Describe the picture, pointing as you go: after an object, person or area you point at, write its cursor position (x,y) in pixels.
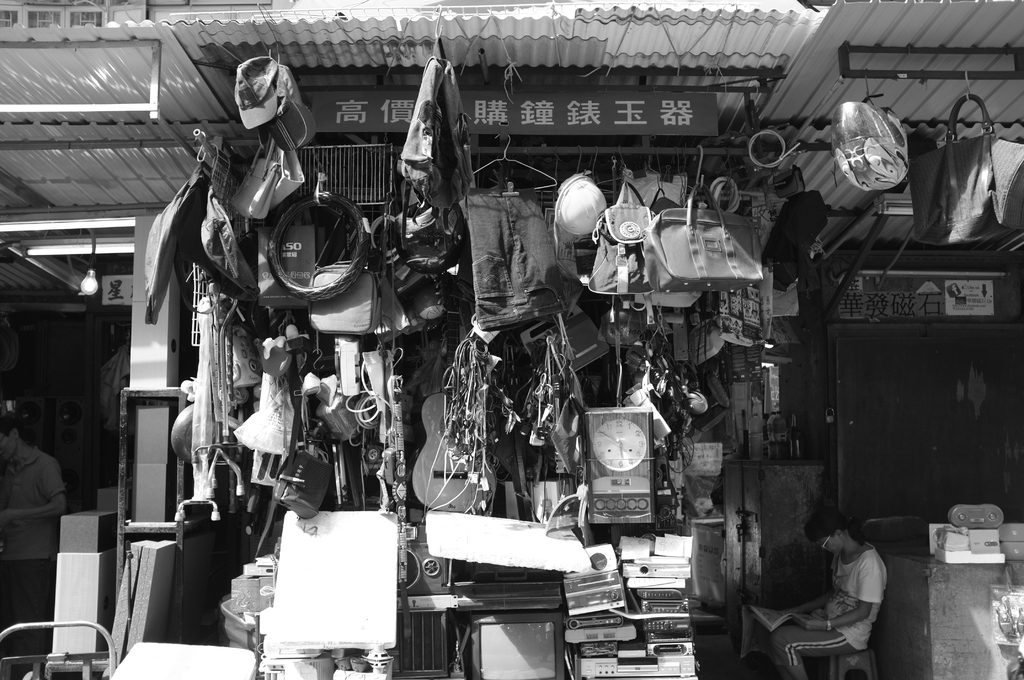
In this image I can see the black and white picture in which I can see number of objects (444,334) are hanged. I can see a bag (984,165), a helmet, a person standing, a person (825,644) sitting, a board (680,95) and few other objects (998,177). In the background (210,7) I can see another building (293,0).
